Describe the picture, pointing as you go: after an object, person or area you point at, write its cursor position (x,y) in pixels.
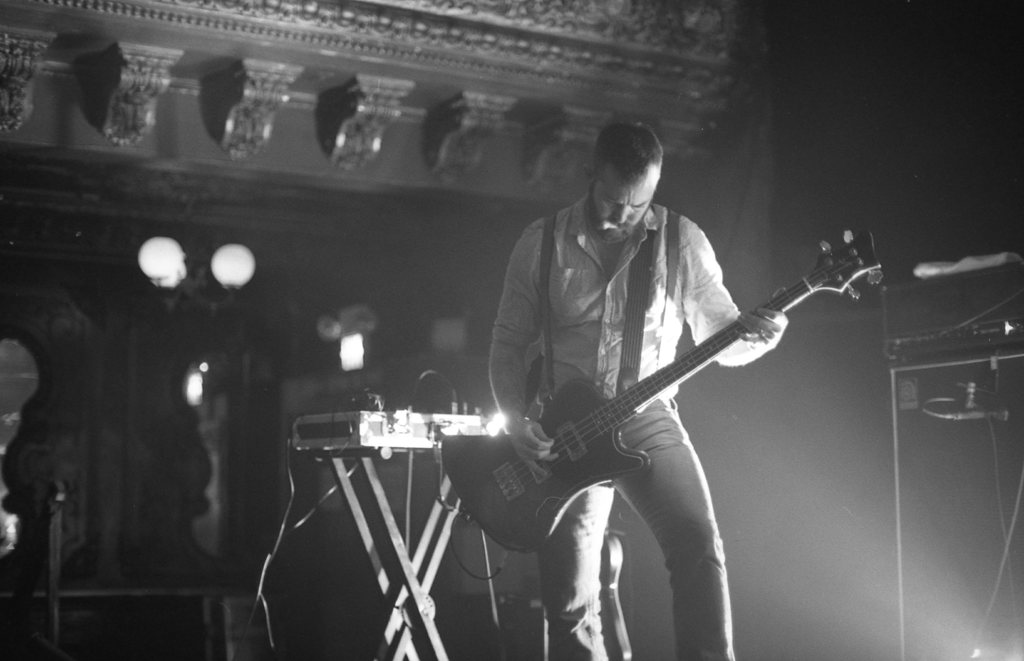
In the center (607,327) we can see one man (573,308) he is playing guitar (591,424). And back of him there were few musical instruments (366,436).
